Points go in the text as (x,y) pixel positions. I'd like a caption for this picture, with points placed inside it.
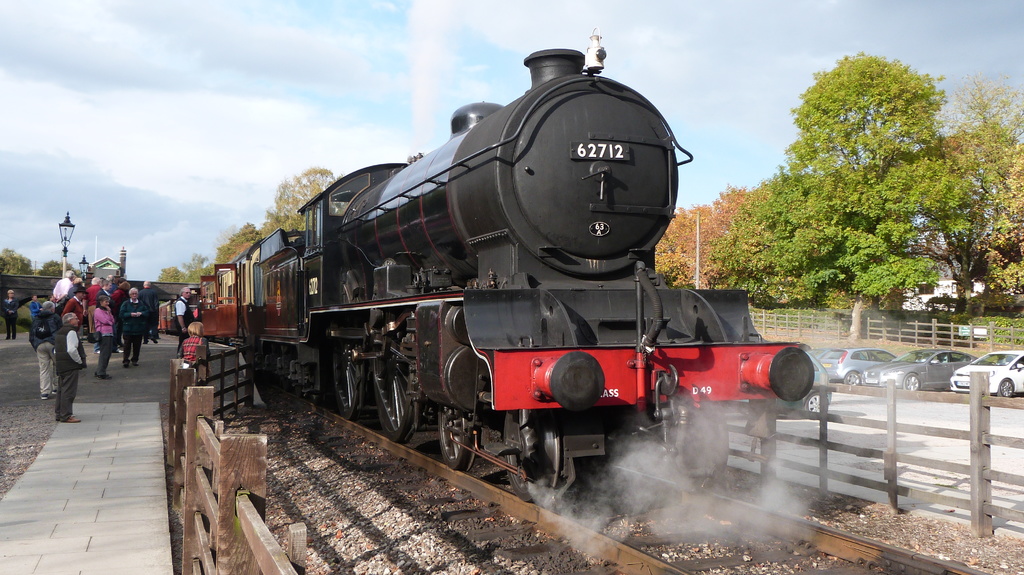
In this image we can see a train (561,218) on the railway track (717,574). Here we can see the wooden fence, a few people (150,298) standing on the platform (79,507), we can see light poles (68,221), cars (1002,370) parked here, bridge (24,292), trees (763,249) and the blue sky (250,92) with clouds (205,92) in the background (204,196).
